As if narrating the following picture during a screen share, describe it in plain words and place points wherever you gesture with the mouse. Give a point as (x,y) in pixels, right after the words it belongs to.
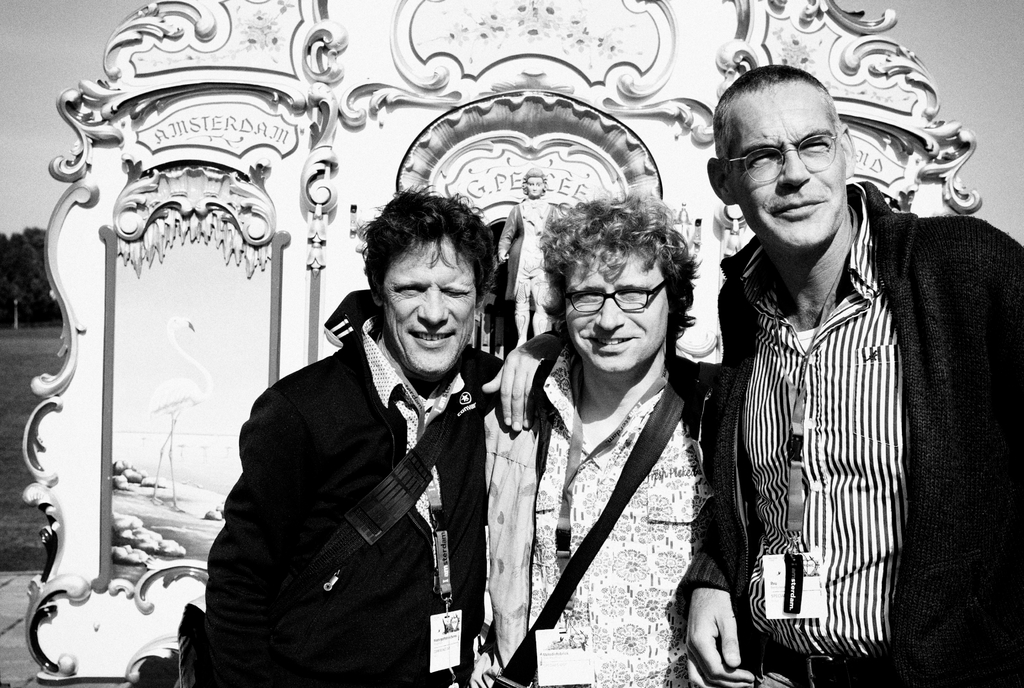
In this image we can see a group of people (442,322) standing. One person (792,456) wearing spectacles (767,159) other person (480,418) is wearing coat (315,503) and carrying a bag (408,471). In the background (992,196), we can see a statue (534,278), group of trees (27,311) and sky (17,76).
